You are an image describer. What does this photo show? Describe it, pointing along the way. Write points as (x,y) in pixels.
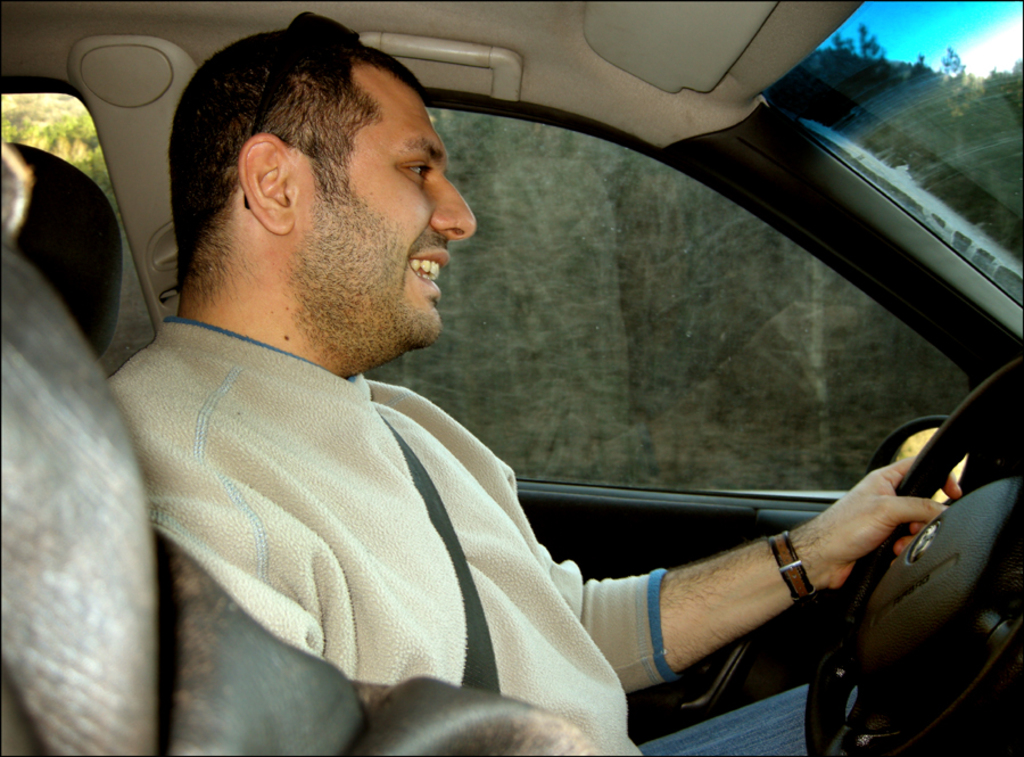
This picture shows a man (723,628) seated with a smile on his face (394,262) in a car (493,61).
